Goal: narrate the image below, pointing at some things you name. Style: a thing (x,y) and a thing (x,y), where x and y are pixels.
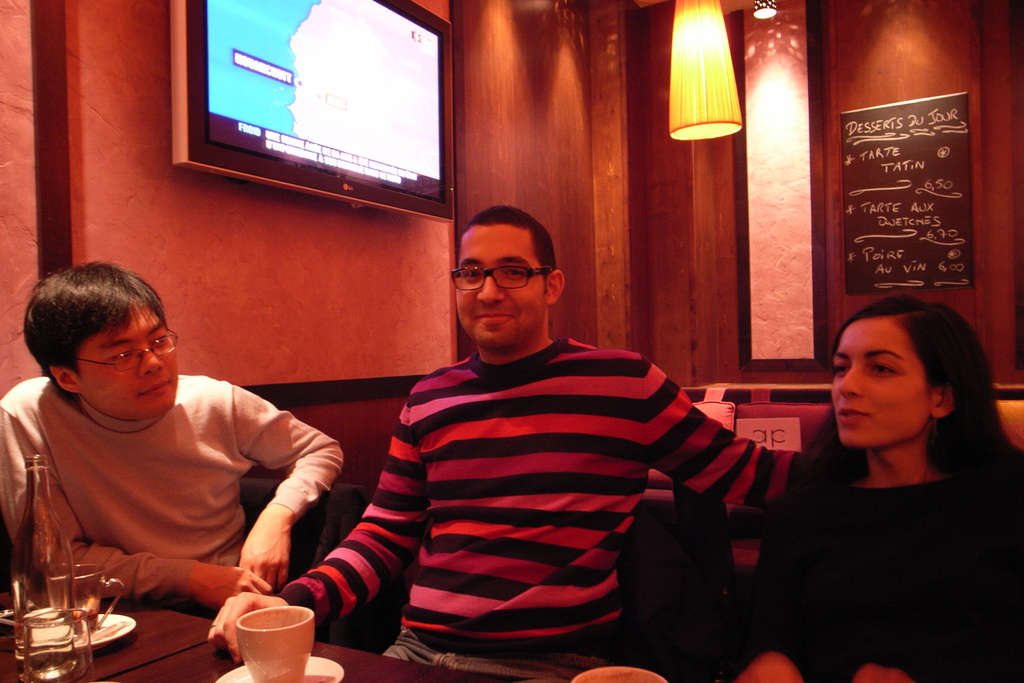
In this image I see 2 men (75,482) and a woman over here, I can also see this man (507,335) is smiling and there is a table (136,677) in front (255,634) in which there are few cups (651,676) and a bottle (40,507). In the background (189,279) I see a TV (389,134), wall (6,26), light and the board (859,259).
